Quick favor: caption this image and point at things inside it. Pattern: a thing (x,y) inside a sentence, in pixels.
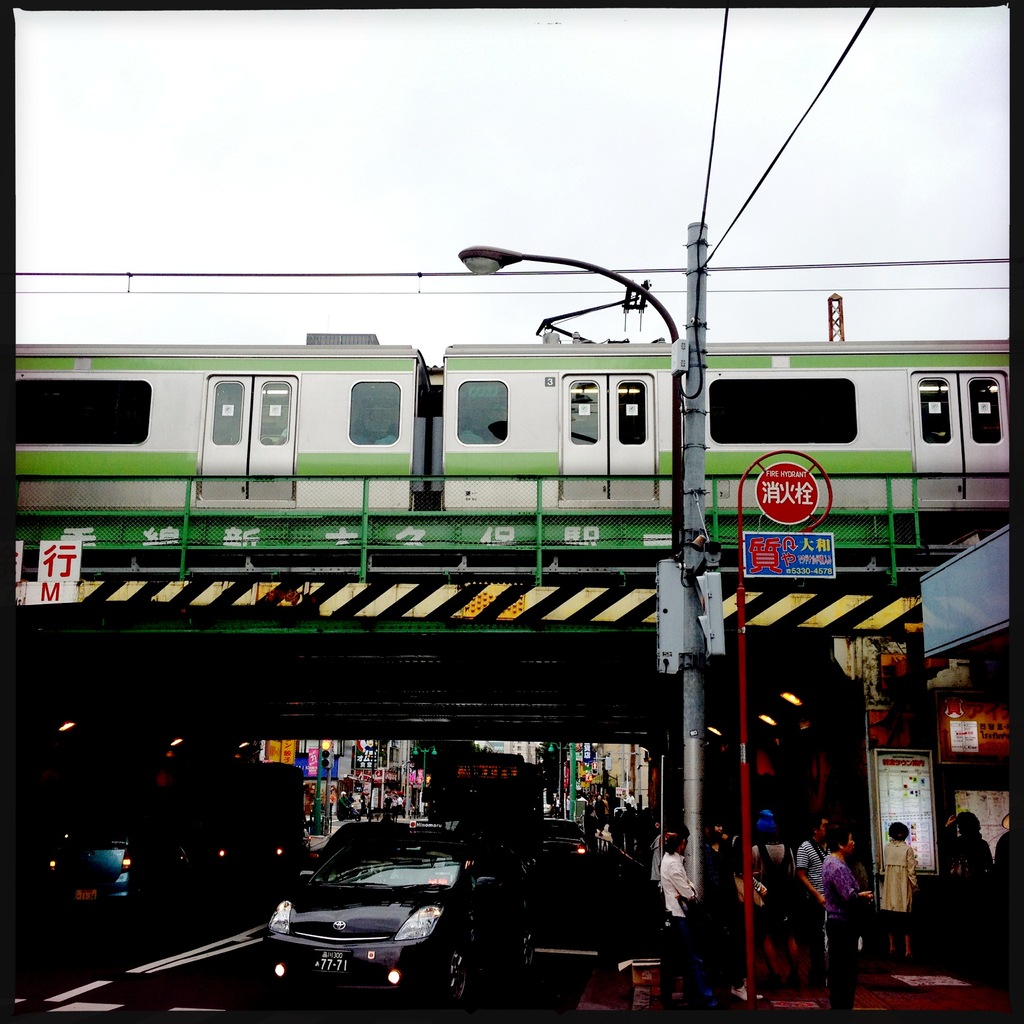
In this image there is road (113,993) at the bottom (543,930). There are vehicles (297,942), bridge (361,546), train (770,408), people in the foreground (337,946). There are buildings (380,799), people (390,807), and vehicles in the background (618,753). There are people (773,962), pole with some text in the right corner (893,871). And there is sky (758,271) at the top (634,139).
